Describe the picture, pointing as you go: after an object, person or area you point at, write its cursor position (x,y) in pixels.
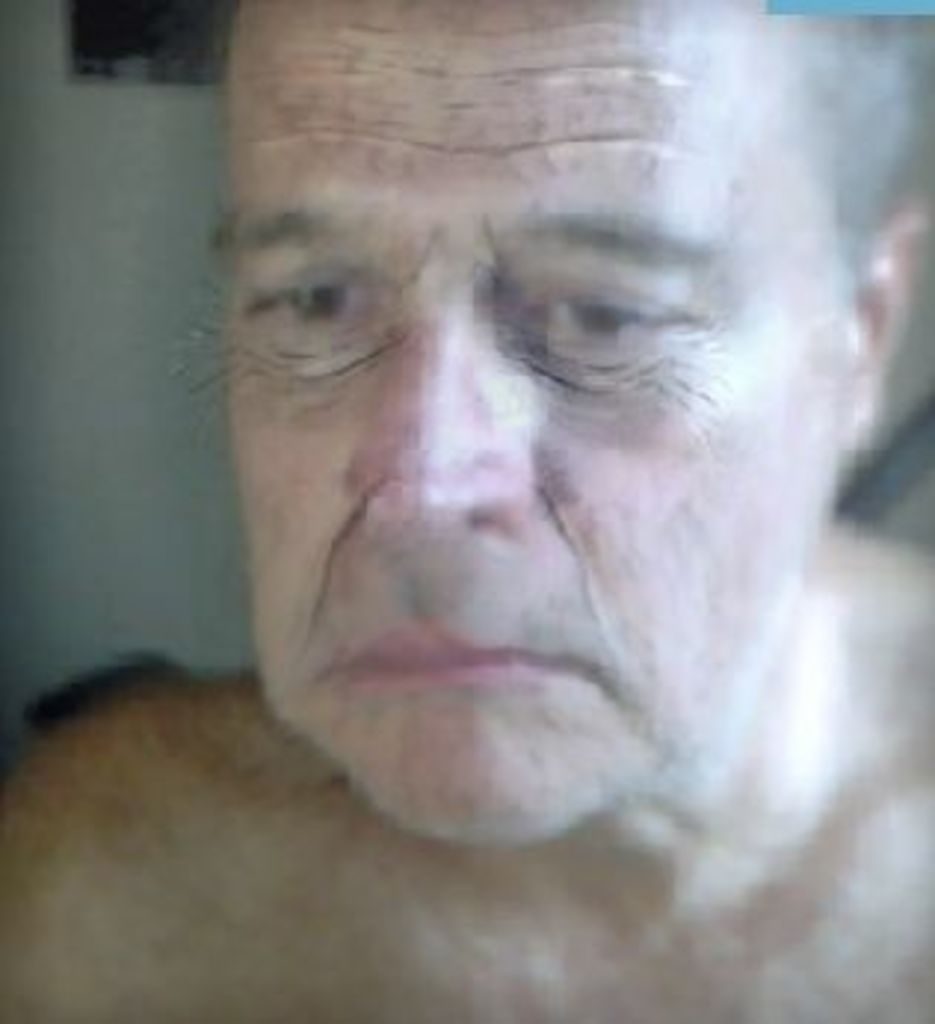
It is a blur image there is an old man (455,454), only his face (709,525) is visible in the image.
